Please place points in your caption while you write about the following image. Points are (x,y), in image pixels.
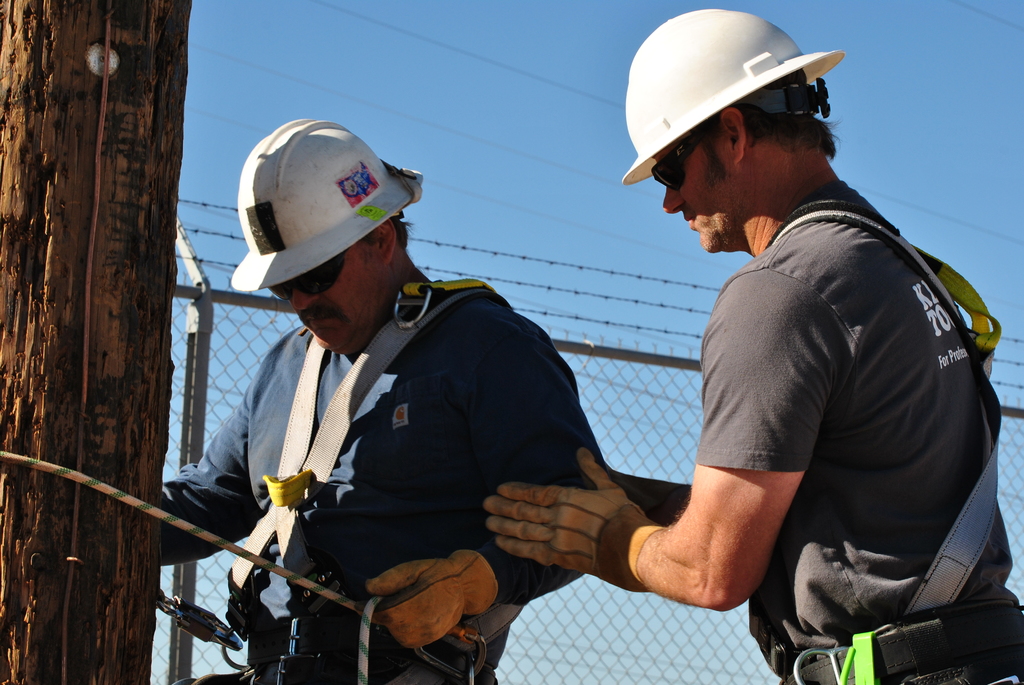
Here a man (345,490) is working, he wore a helmet (382,208). On the right side (881,422) another man (867,422) is holding this man (461,415). This is an iron net (620,393), at the top (508,82) it's a blue color sky (508,77).
